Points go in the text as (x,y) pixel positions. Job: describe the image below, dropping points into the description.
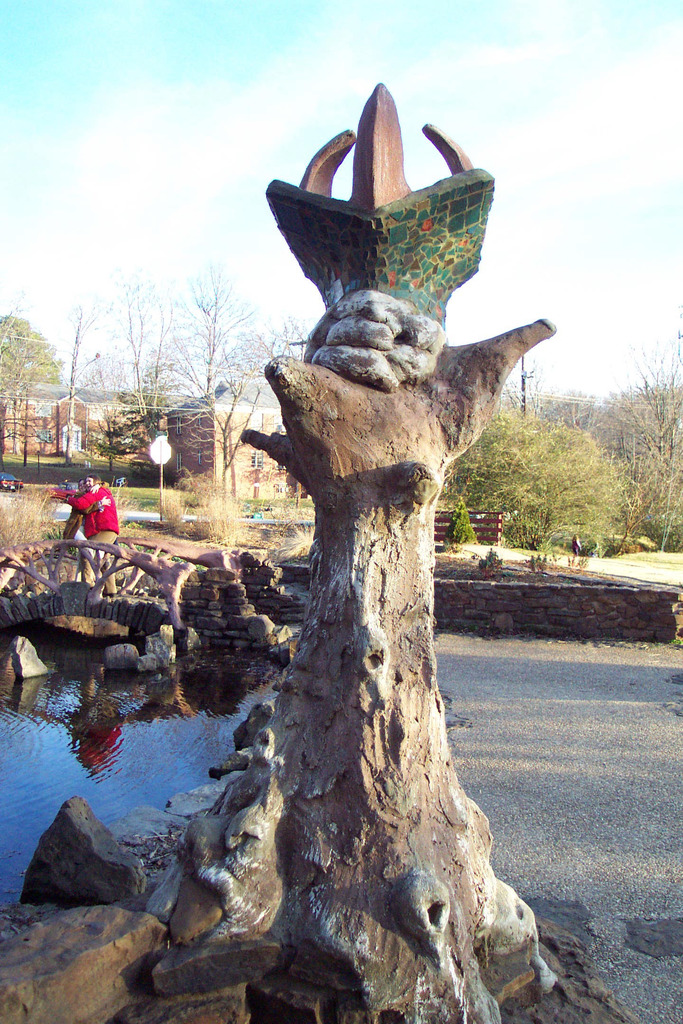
We can see a trunk (371,649) and there is an object (424,243) on it. On the left (152,782) we can see water (164,728) and two persons (112,539) are standing on the bridge (93,611). In the background (239,478) there are buildings (193,448), windows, poles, trees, electric wires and clouds (624,188) in the sky (438,17).
